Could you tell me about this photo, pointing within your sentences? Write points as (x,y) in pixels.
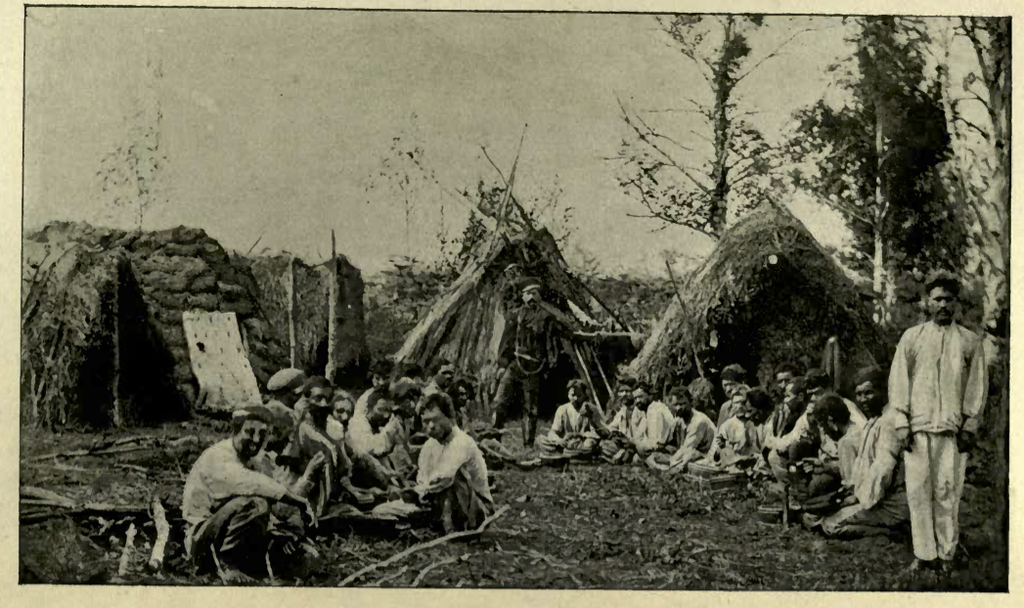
In this picture I can see couple of them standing and few (423,472) are seated on the ground (561,471) and I can see few huts (738,271) and trees (919,88) in the back (514,247) and I can see few sticks (157,544) on the ground (382,533).
